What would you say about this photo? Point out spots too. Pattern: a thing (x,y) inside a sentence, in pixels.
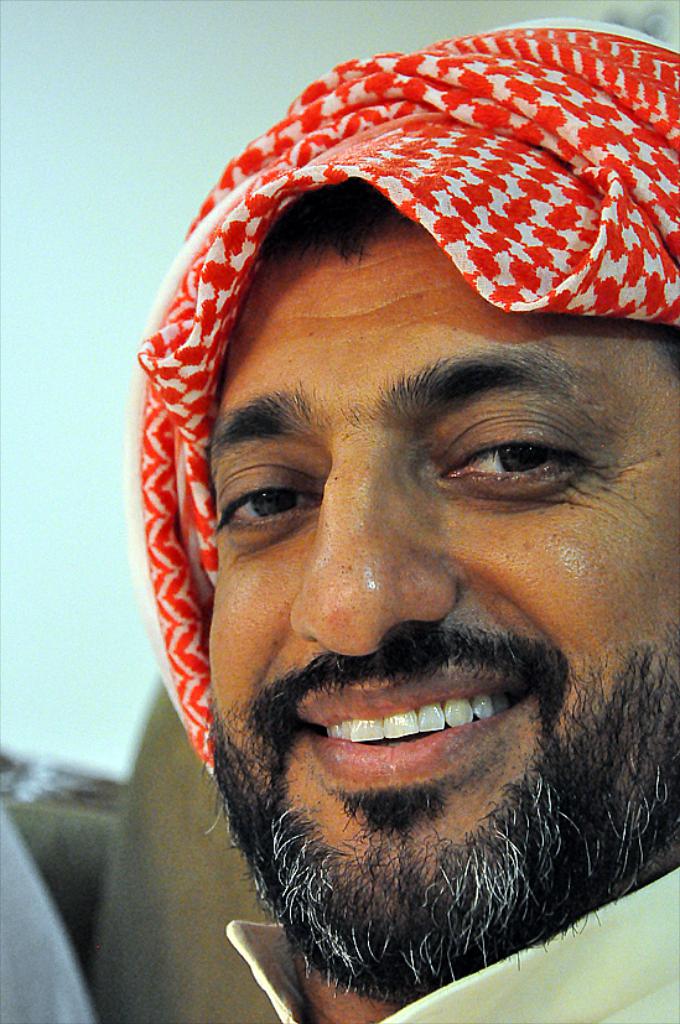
Here I can see a man (544,815) wearing a red color head scarf (452,152), smiling and looking at the picture. In the background (135,248) there is a wall (63,466).
